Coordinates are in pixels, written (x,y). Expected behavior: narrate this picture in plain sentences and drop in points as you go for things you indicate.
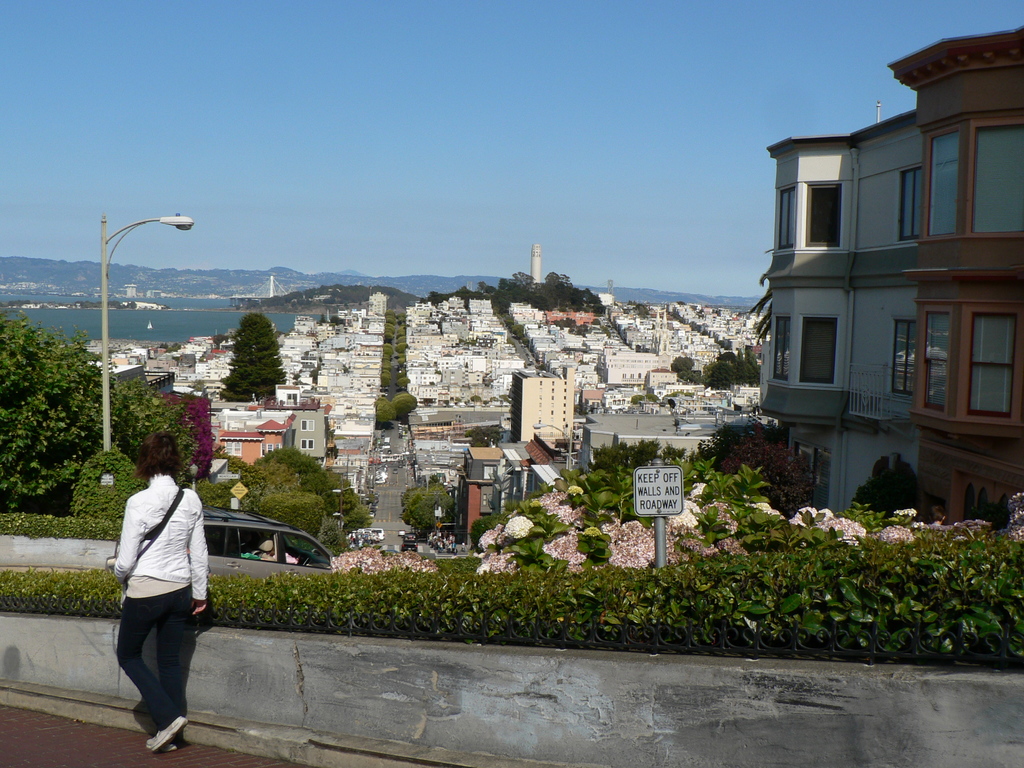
In this image we can see a person (176,718) walking on the road (187,761). Here we can see walls (348,664), plants (464,594), poles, boards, vehicles (405,537), road (403,522), flowers (557,499), trees (406,375), water (126,323), towers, and buildings (972,397). In the background (8,262) we can see mountain (91,266) and sky (577,153).
